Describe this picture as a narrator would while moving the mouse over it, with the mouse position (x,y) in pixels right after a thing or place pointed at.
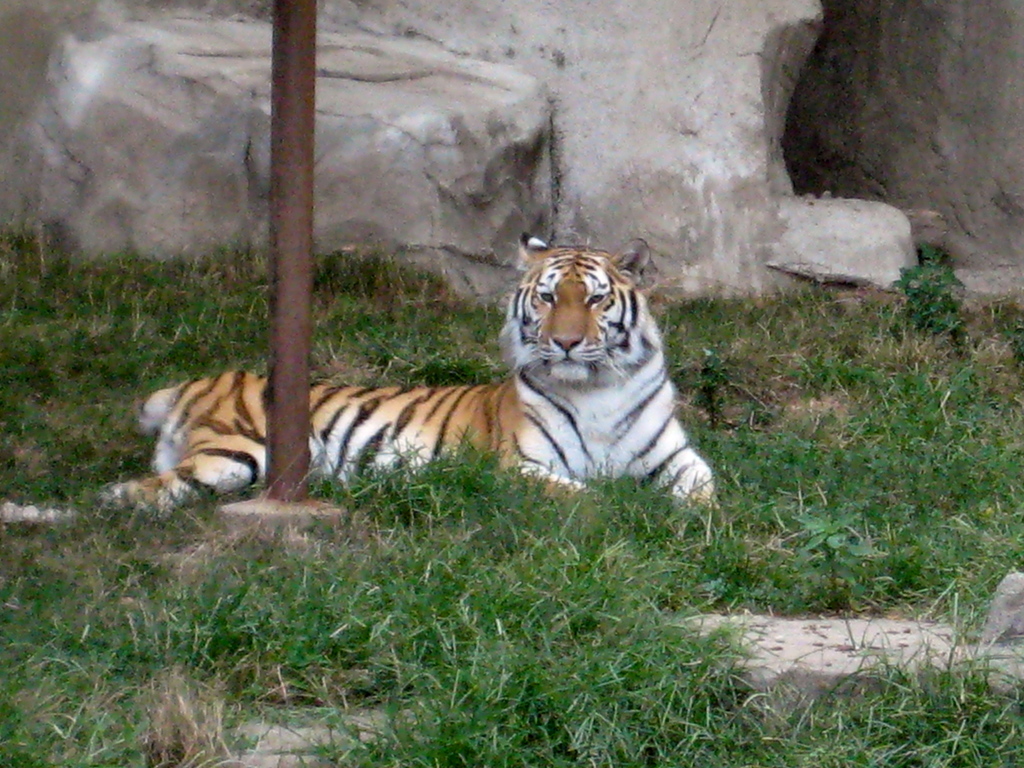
In this image I can see the tiger (630,404) in brown and white color and I can also see the pole (306,263), grass (453,496) in green color. In the background (656,157) I can see the rock (490,194).
